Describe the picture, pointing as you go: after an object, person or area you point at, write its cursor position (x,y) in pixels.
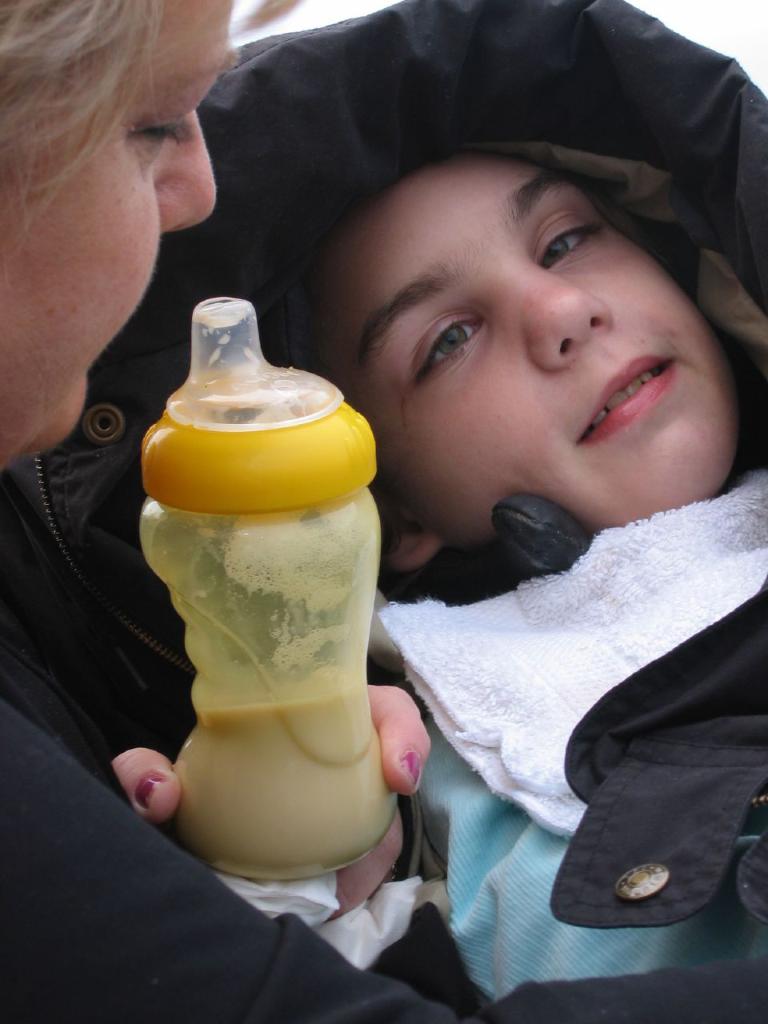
In this image we can see a boy (569,232) is lying, and in front (62,379) here is the woman (71,371) sitting, and holding the milk bottle (236,566) in the hand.
